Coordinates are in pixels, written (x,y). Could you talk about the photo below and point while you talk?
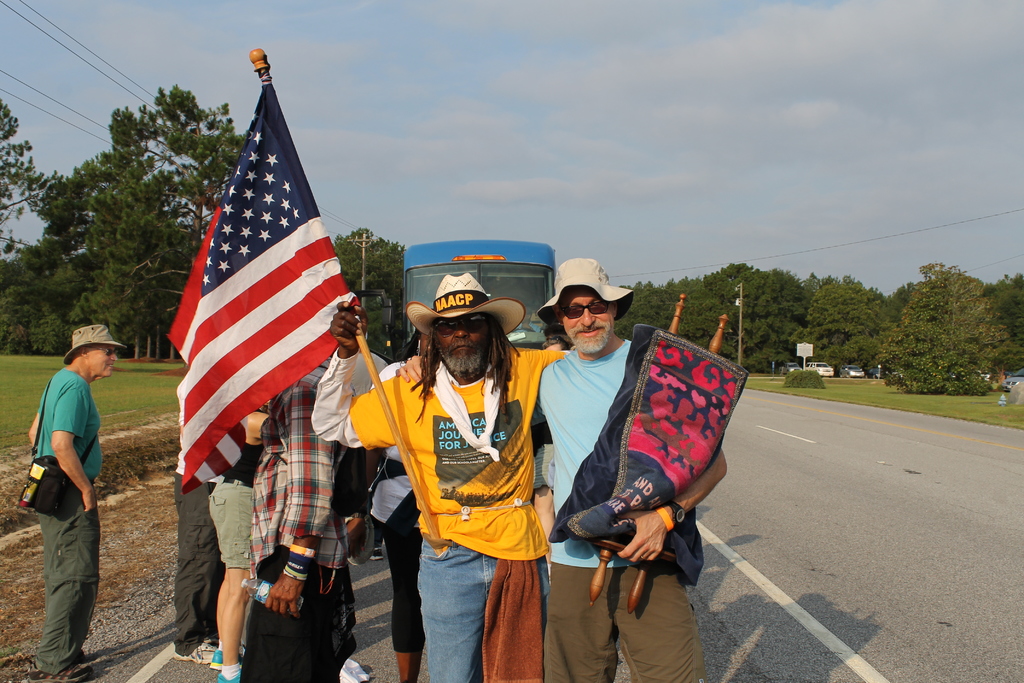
In this image we can see men (534,489) are standing. One man (480,494) is wearing yellow color t-shirt (467,489) with jeans (435,557) and holding flag (262,278) in his hand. And the other man (585,399) is wearing blue color t-shirt (588,419) with brown pant (597,630) and holding some wooden thing (653,437) in his hand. Background of the image (766,348) grassy land (825,379), road (827,425), cars (847,373), bus (525,295) and trees (750,314) are there. At the top of the image (488,50) sky (609,62) is covered with clouds (791,77) and wires (72,50) are present.
